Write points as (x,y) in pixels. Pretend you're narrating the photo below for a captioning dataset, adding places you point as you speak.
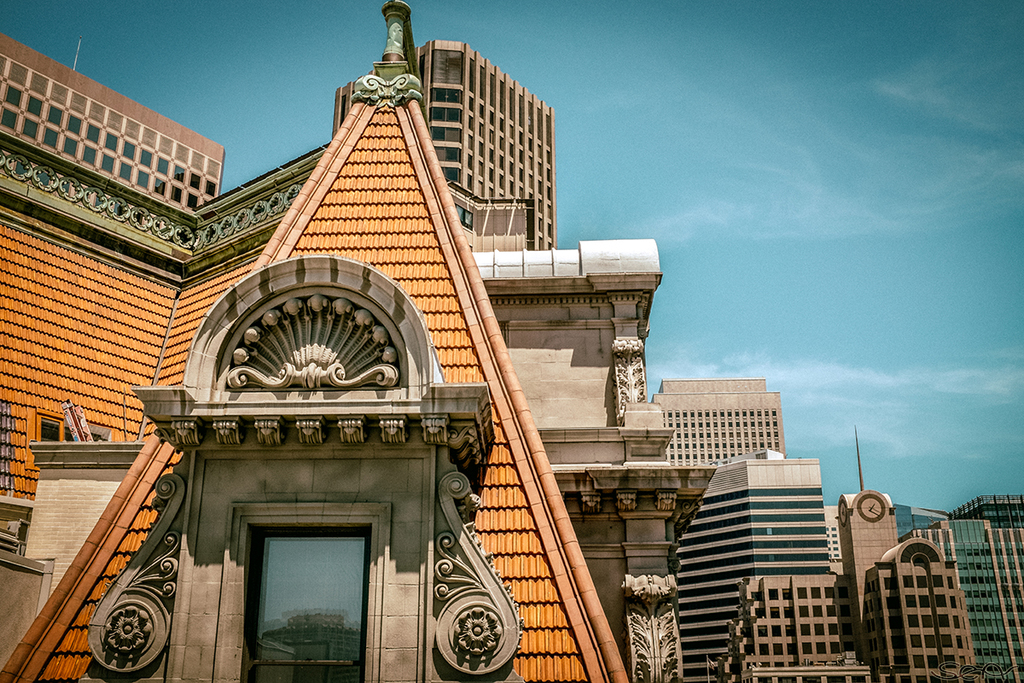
In this image we can see some buildings (704,400) with windows (708,415). On the backside (696,311) we can see the sky (745,311) which looks cloudy.
